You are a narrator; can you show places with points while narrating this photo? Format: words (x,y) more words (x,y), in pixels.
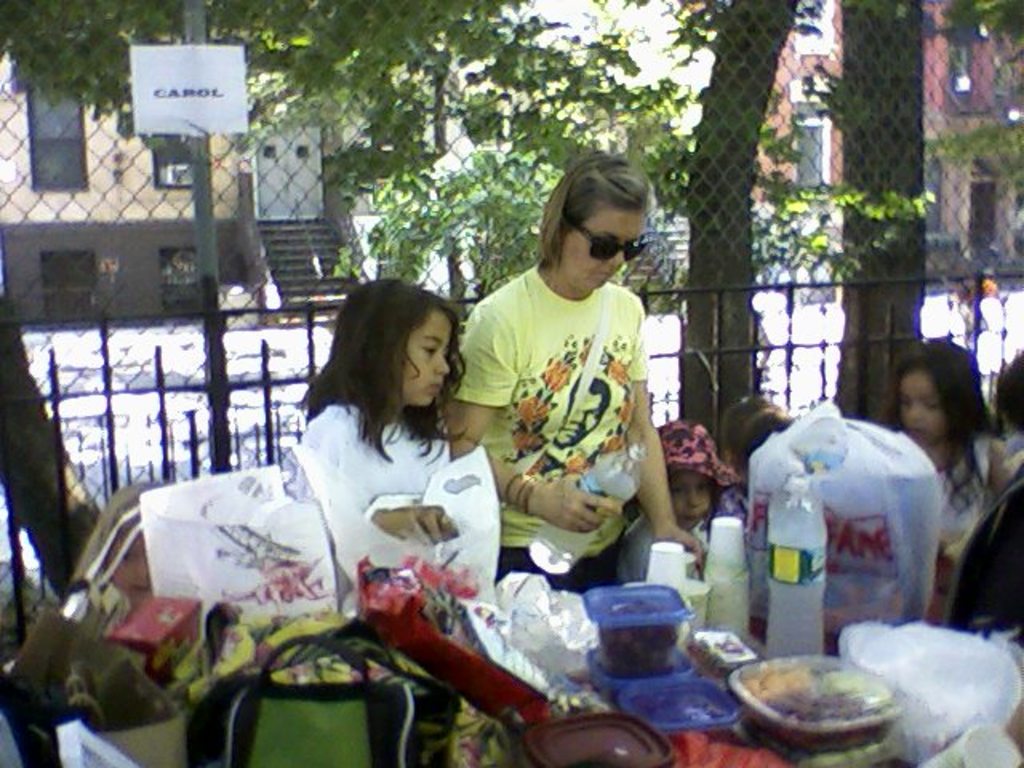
This picture is clicked outside. In the foreground (967,747) there is a table (185,744) on the top of which bags (445,684), boxes (634,666), glasses (720,560), water bottles (792,503) and many other objects (828,670) are placed. In the center (590,370) we can see a woman (547,328) wearing yellow color t-shirt (570,337), holding a bottle (617,467) and standing on the ground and we can see the group of kids (928,358) seems to be standing on the ground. In the background (603,23) we can see the buildings (299,197), trees (907,9), door (284,170) and windows (60,169) of a building (154,171) and the stairs (307,242) of the building (318,260) and we can see the metal rods (806,285).
